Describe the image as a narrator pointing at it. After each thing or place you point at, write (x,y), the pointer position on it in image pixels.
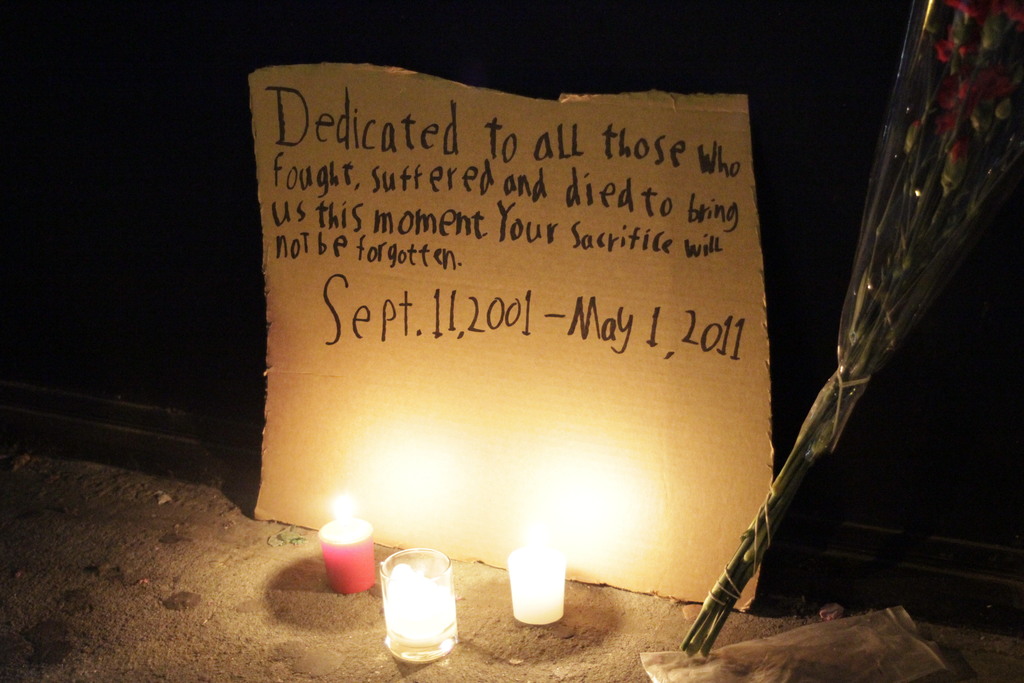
In this image I can see few candles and the bouquet (887,299). In the background (282,107) I can see the cardboard sheet (534,331) and something written on it.
